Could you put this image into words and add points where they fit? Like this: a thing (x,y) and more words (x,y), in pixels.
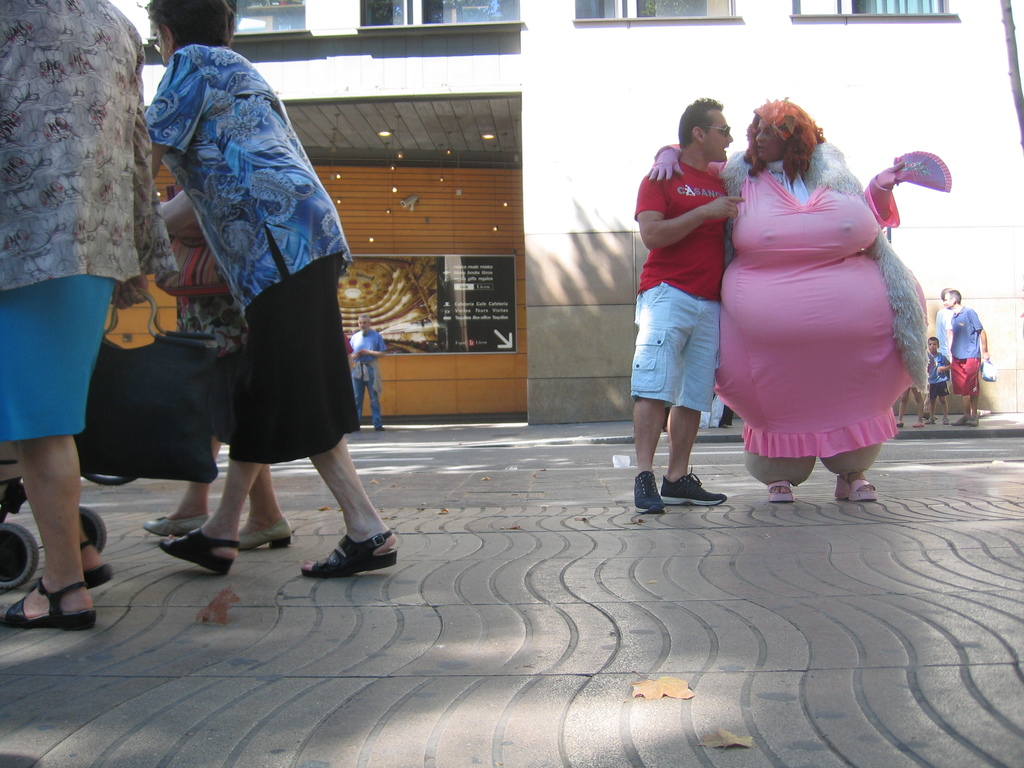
On the right side of the image (835,258) we can see some persons (859,329) are standing. On the left side of the image (234,328) we can see some persons (297,431), trolley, bags (177,378). In the background of the image (574,199) we can see building (568,118), windows (372,17), lights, roof (433,156), board (482,274). At the bottom of the image (600,691) there is a road (670,660).
